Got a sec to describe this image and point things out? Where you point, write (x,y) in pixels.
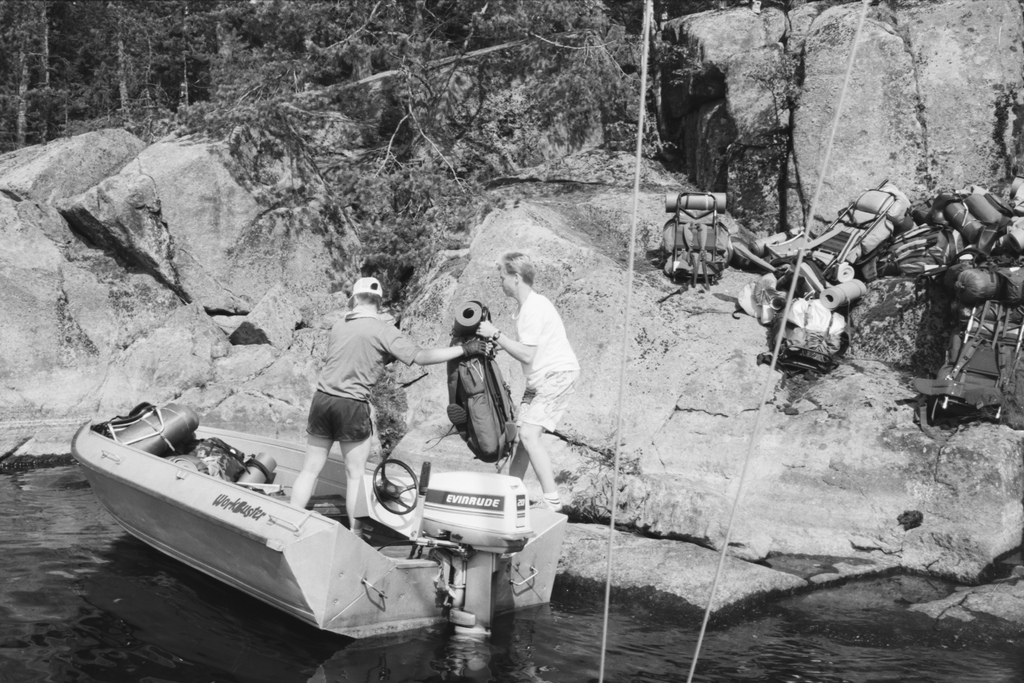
In this image there is a person (344,423) standing on the boat (340,546), which is on the river (501,623) and there is another person (525,381) standing on the rock (574,456) and both are holding a bag (489,374). On the right side of the image (817,240) there are so many objects (861,239) on the rocks (877,53). In the background (590,1) there are trees (608,128).
